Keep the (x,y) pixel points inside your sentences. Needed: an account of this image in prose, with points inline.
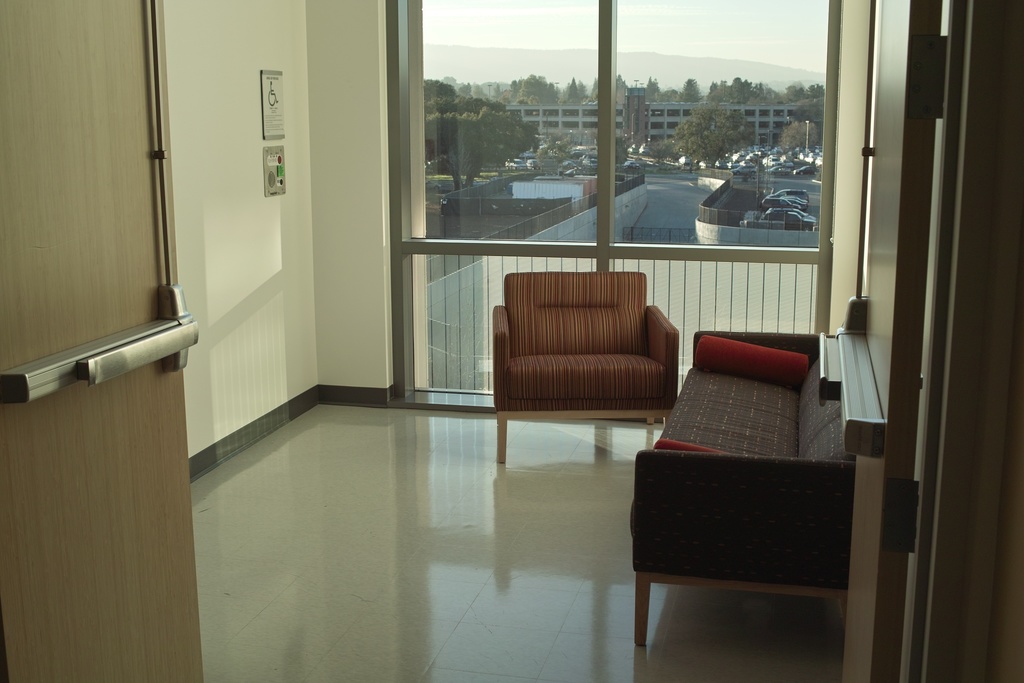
In the middle of the image (607,408) there is a couch (729,362). Behind the couch (609,364) there is a glass window (721,120). Through the glass window (585,147) we can see a building (767,122) and there are some trees (793,134) and there are some cars (804,167). Bottom right side of the image (900,567) there is a door (893,261). Top left side of the image (208,96) there is a wall (230,58).
